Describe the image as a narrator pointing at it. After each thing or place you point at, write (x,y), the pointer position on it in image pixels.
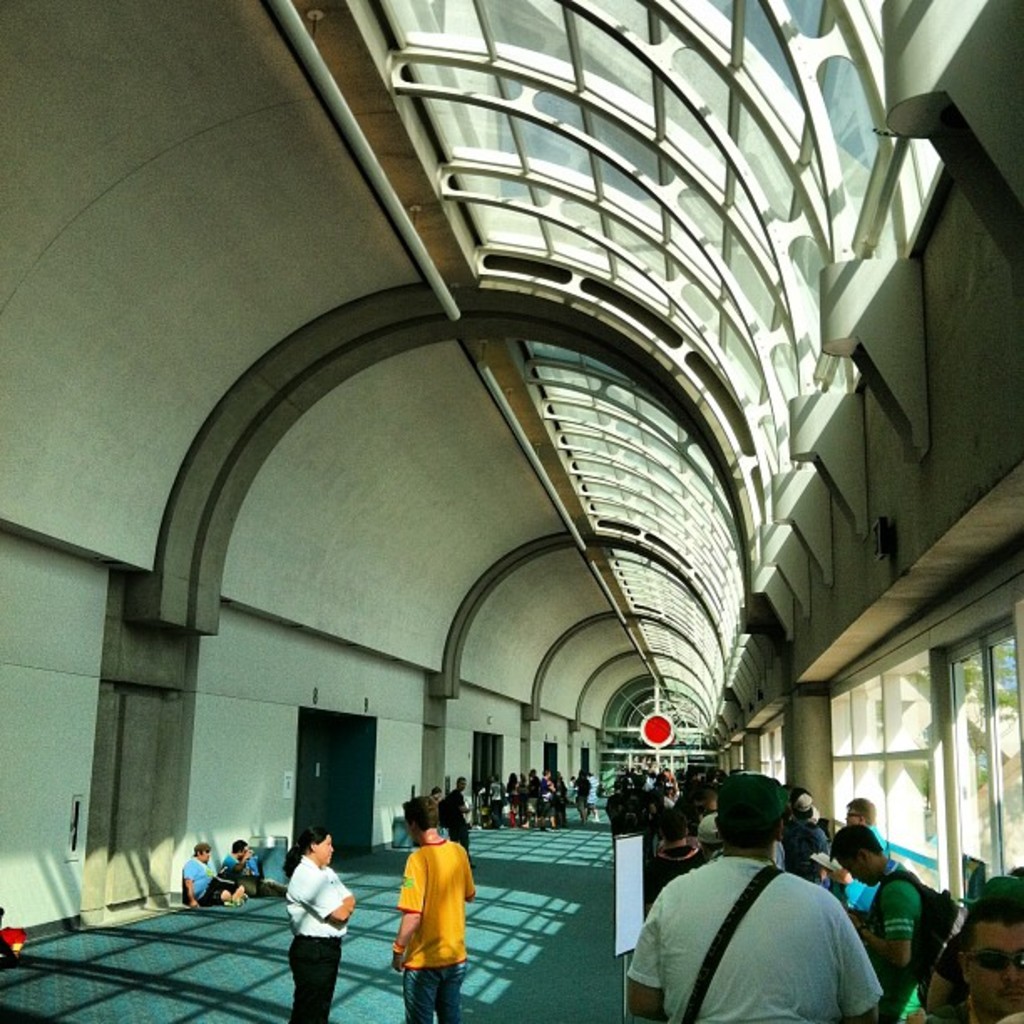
On the right side (760,808), there are persons (707,795) standing. On the left side (313,950), there are two persons (332,843) standing. In the background (188,903), there are other persons (230,897). Top of these persons (744,934), there is a roof (566,132).
